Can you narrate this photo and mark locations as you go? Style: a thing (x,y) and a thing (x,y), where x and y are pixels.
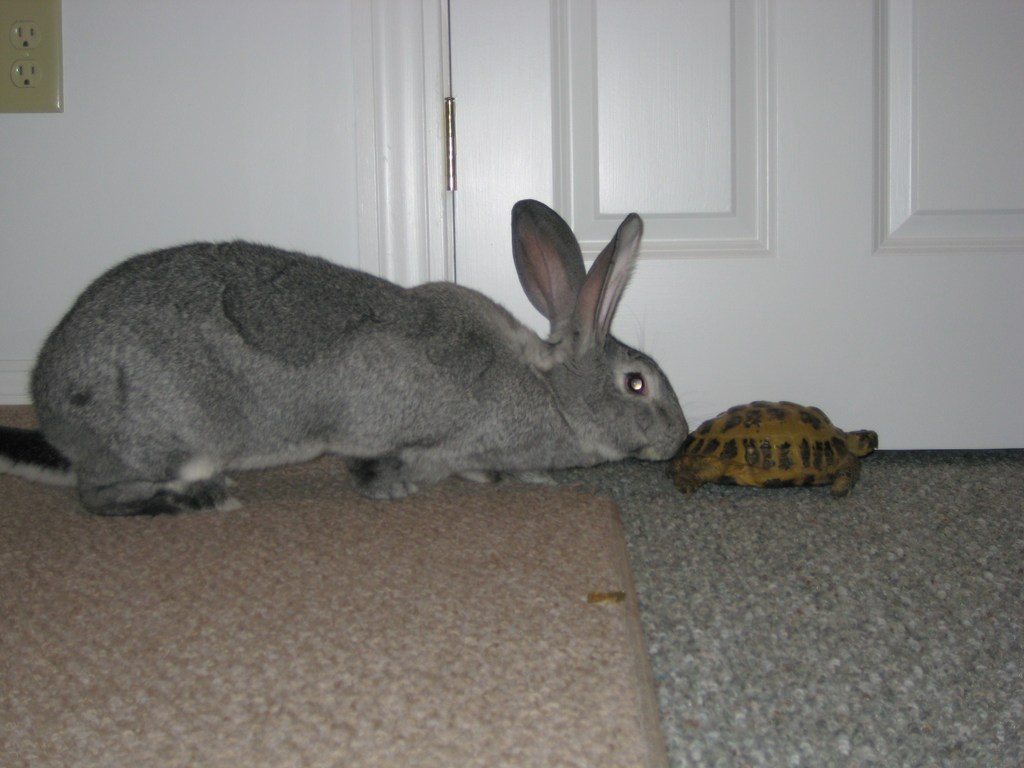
In this image there is a rabbit (367,379) laying on the floor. In front of it there is a small tortoise (742,414). In the background (549,117) there is a door (611,122). On the left side (23,40) top there is a switch board (49,43).
